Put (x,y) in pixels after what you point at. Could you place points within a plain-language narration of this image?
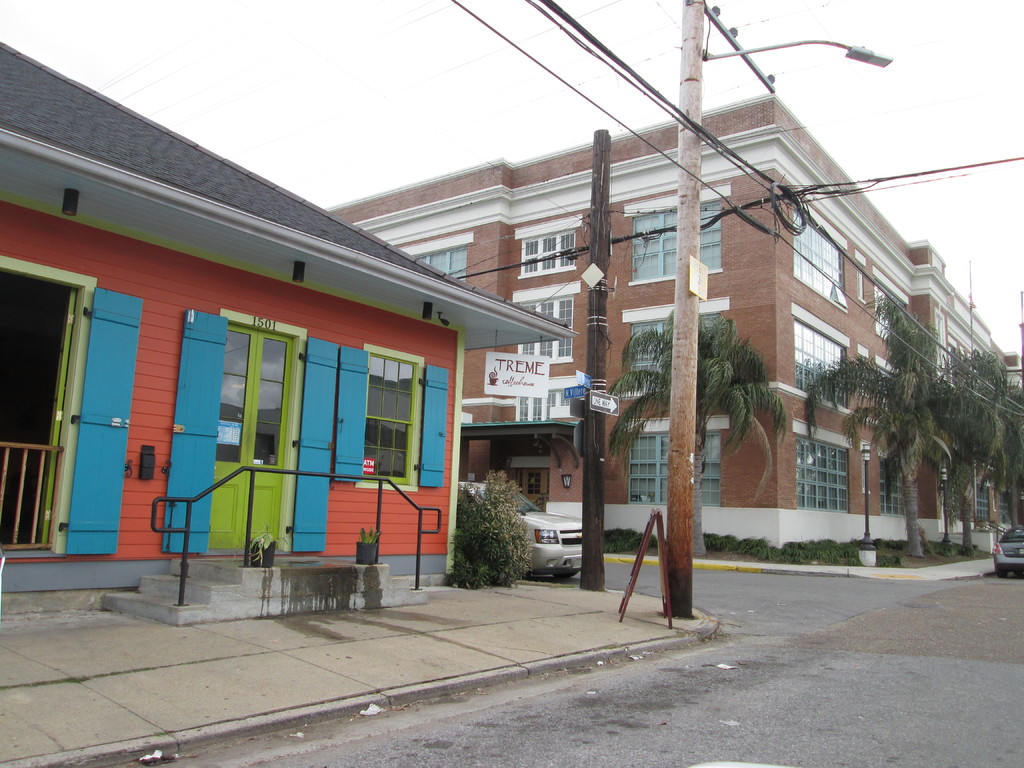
On the left side of the image (74,243) we can see a house (39,332), which has a colorful walls (326,330), doors (266,465) and windows (386,364), in front of it there is a streetlight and staircase (284,563) with some plants (359,560) on it and beside it, there is a poster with some text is hung to the house (33,570), behind it there are cars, poles (676,555), wires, trees (708,326) and a building (661,322).
